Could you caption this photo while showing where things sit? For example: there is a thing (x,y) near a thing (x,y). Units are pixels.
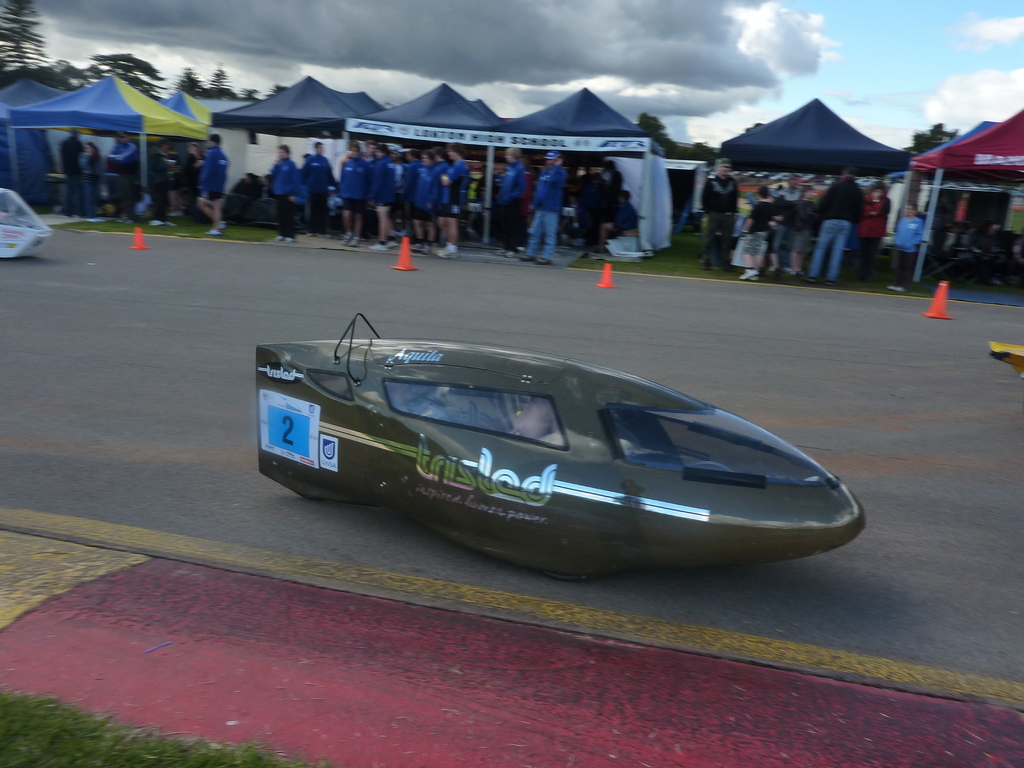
In this image we can see a vehicle (492,405) on the road (840,457). On the vehicle (472,483) something is written. In the back (206,176) there are few people (561,206). And there are tents (102,95). Also there are traffic cones (935,301) on the road (670,308). In the background (150,76) there are trees (185,78). Also there is sky (532,26) with clouds (680,60).
